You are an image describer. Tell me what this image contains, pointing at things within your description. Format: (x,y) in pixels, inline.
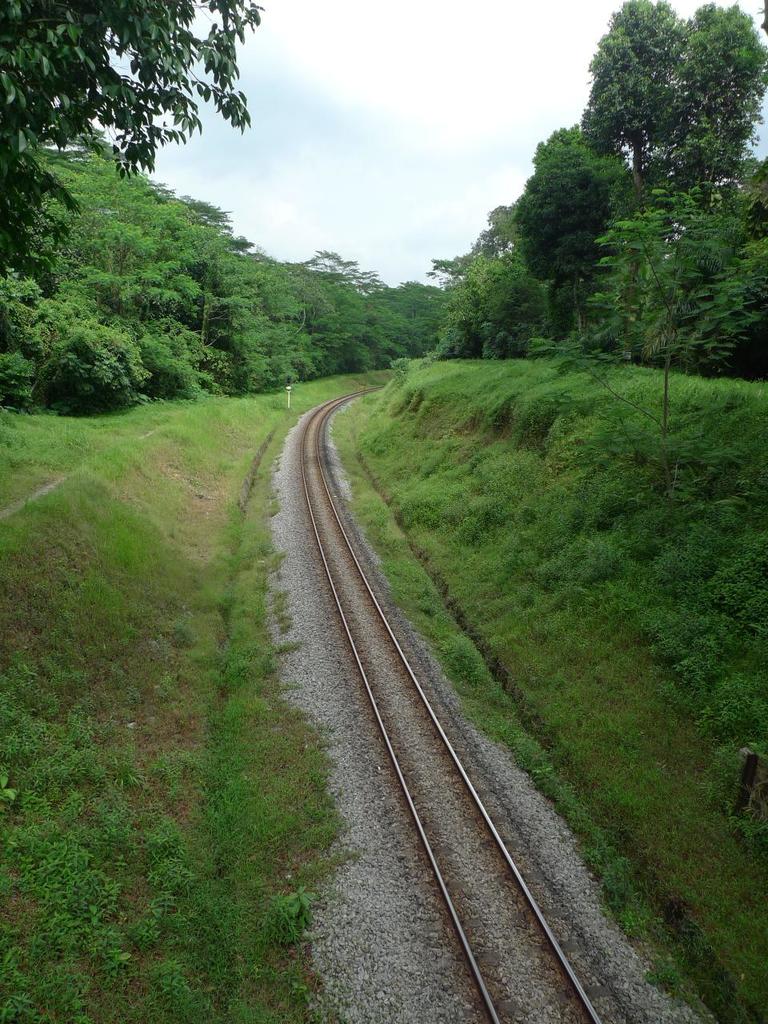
In this image we can see trees (276,275), grass (451,411) and other objects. At the bottom of the image (481,881) there is a railway track (513,880) and plants (50,973). At the top of the image (333,167) there is the sky (459,197).
